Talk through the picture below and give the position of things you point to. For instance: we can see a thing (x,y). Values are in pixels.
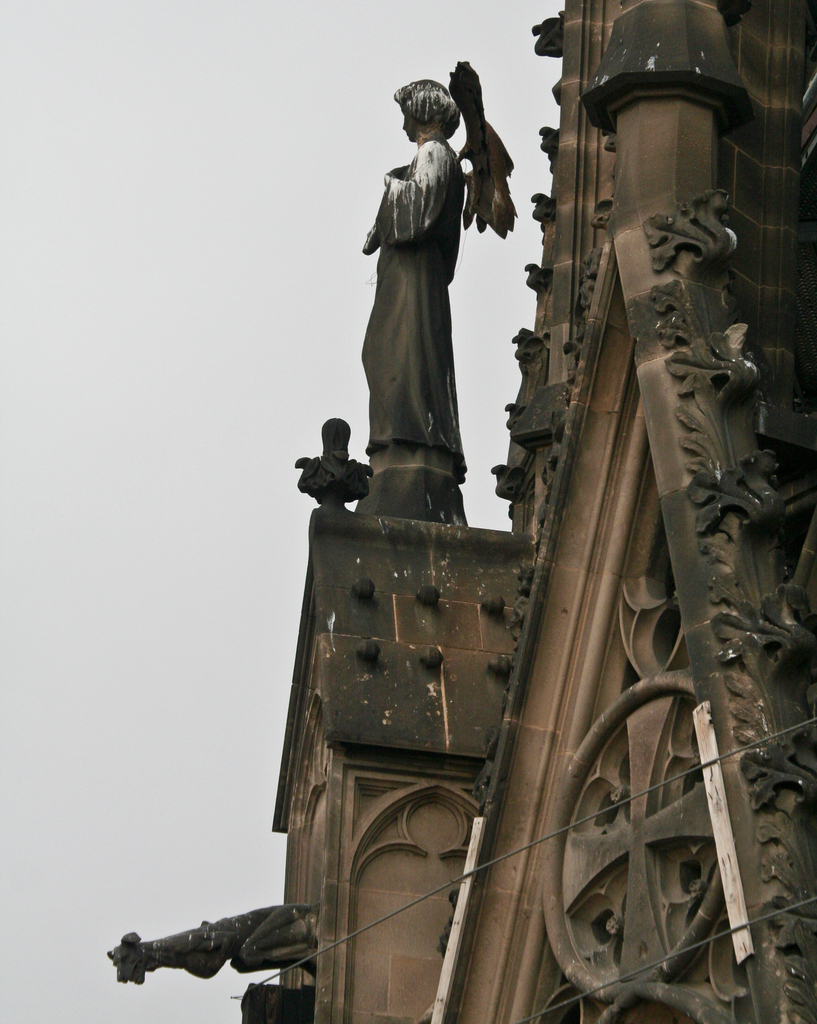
On the right side of the picture (587,186) there is a building (488,618), on the building (688,458) there is a sculpture (457,400). Sky (230,265) is cloudy.
